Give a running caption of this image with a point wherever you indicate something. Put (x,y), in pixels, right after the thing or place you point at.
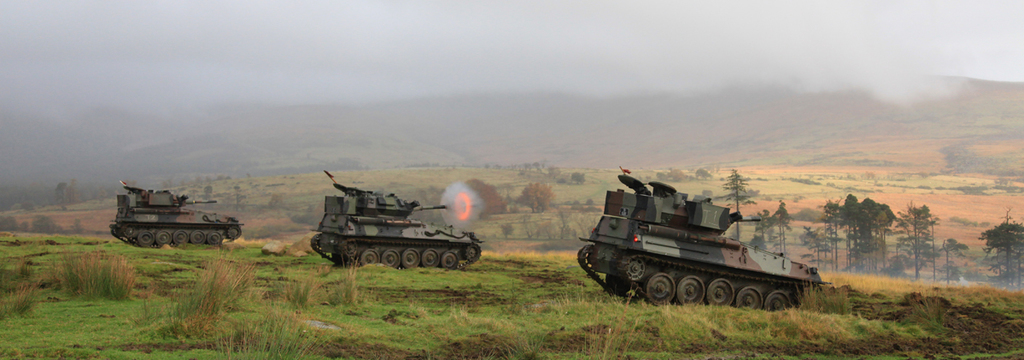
In the foreground of this picture (530,260), there are three military tanks (420,259) on the grass (529,283). In the background (438,161), there are mountains (636,145), trees (880,209) and the sky (645,51).
